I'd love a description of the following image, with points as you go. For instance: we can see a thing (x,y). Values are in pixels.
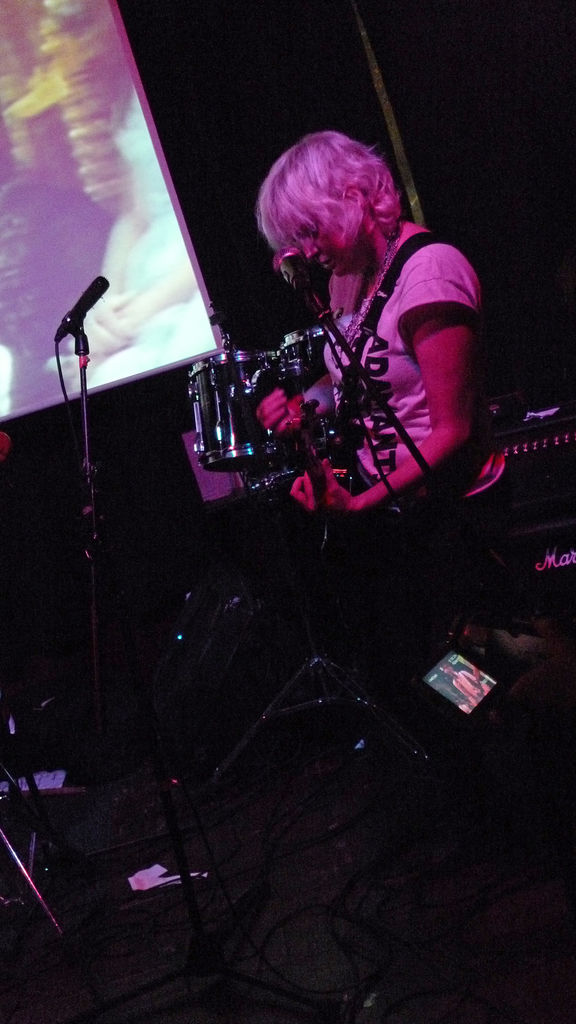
Background (14,149) portion of the picture is dark and we can see a screen (98,132). On the right side of the picture (433,295) we can see a person (440,291) playing a musical instrument (368,489). In this picture we can see musical instruments (561,430) and at the bottom (413,990) we can see wires (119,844). Near to a person (375,635) we can see a mike (61,331) and stand (95,569).
